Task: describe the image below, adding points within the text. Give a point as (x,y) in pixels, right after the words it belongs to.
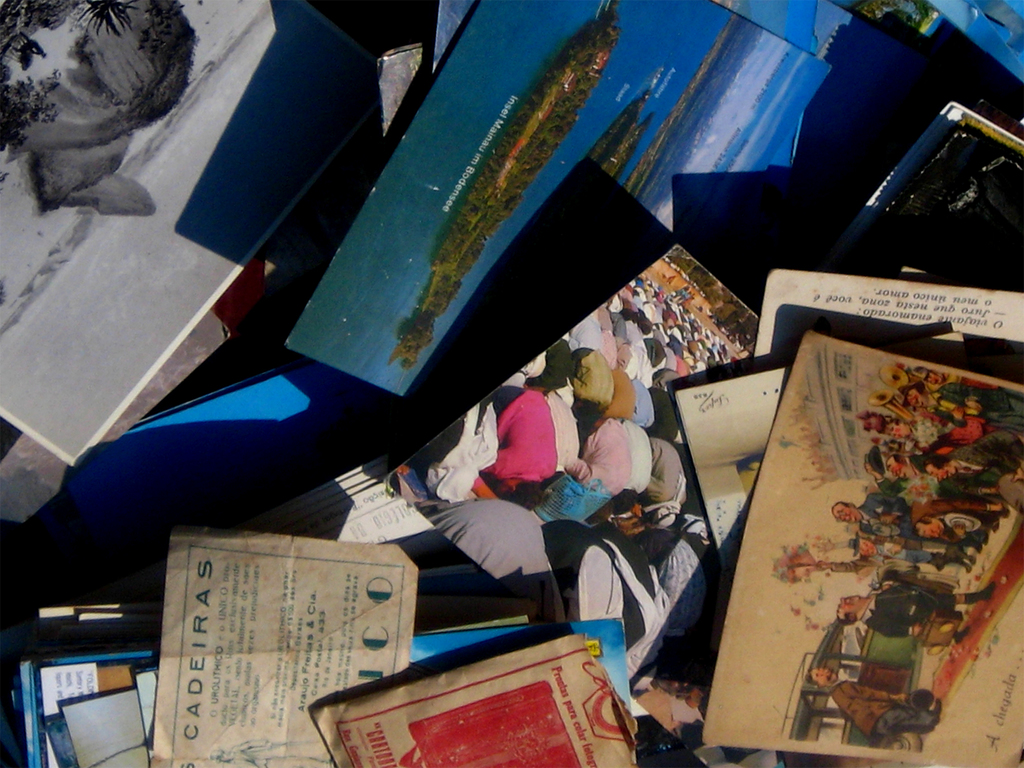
In the image we can see there are photos (521,630), papers (365,695) and books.
